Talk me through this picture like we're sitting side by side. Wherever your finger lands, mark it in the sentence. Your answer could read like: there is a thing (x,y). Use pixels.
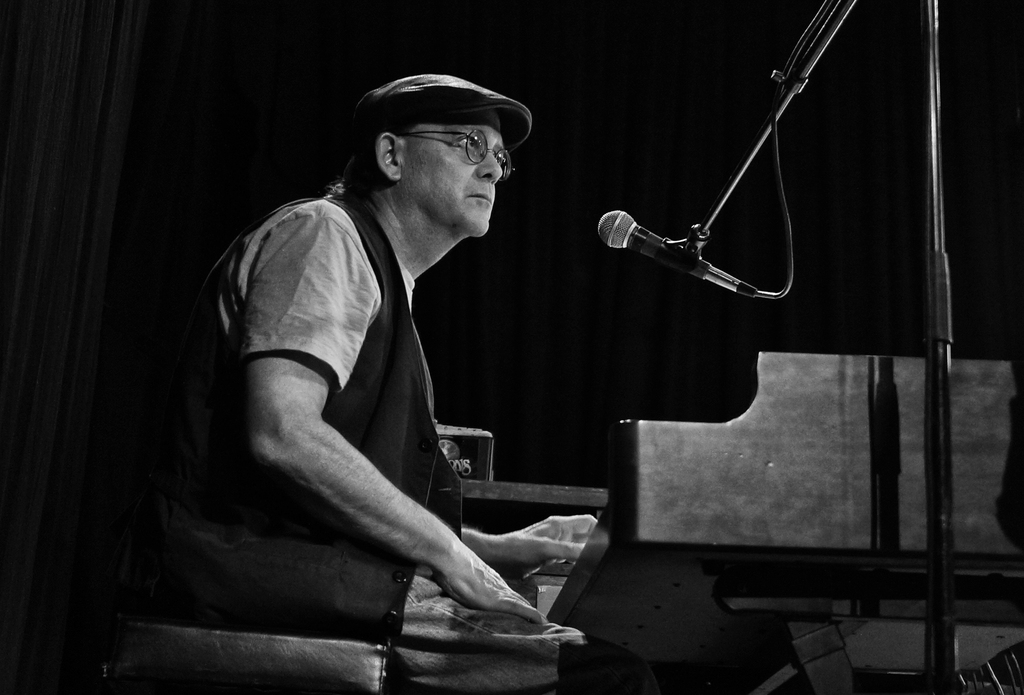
This is a black and white image. In this image there is a person (268,450) sitting. He is wearing specs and cap (452,96). In front of him there is a mic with mic stand (714,220). In the back (267,117) there is curtain (642,166).
